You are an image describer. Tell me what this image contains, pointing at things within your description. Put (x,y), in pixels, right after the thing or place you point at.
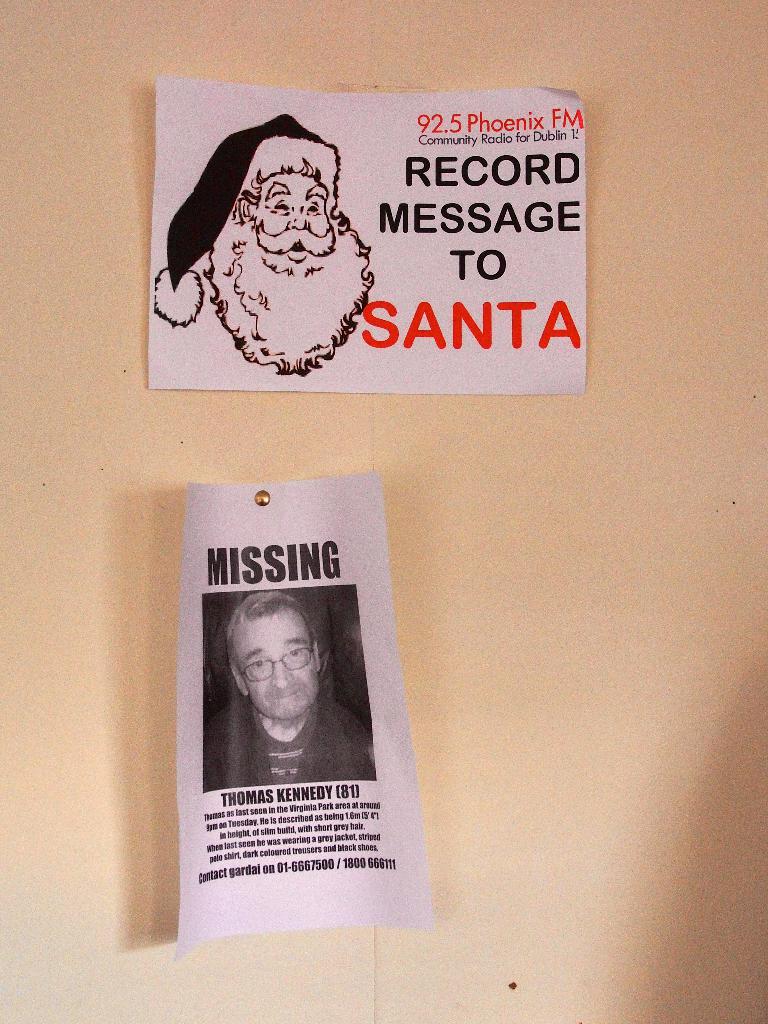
In the foreground of this image (326,728), there are two posters (300,646) on a cream surface (630,638).
